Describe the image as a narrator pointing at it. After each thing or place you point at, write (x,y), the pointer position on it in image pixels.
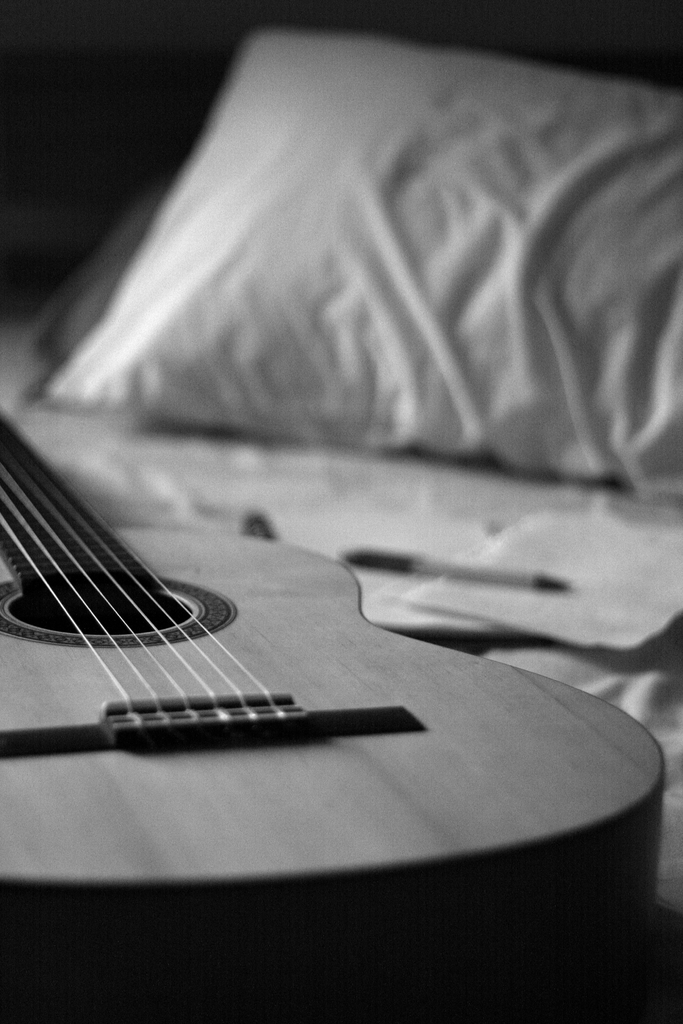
In this image i can see a guitar (184,559) which is on the bed (202,472).
